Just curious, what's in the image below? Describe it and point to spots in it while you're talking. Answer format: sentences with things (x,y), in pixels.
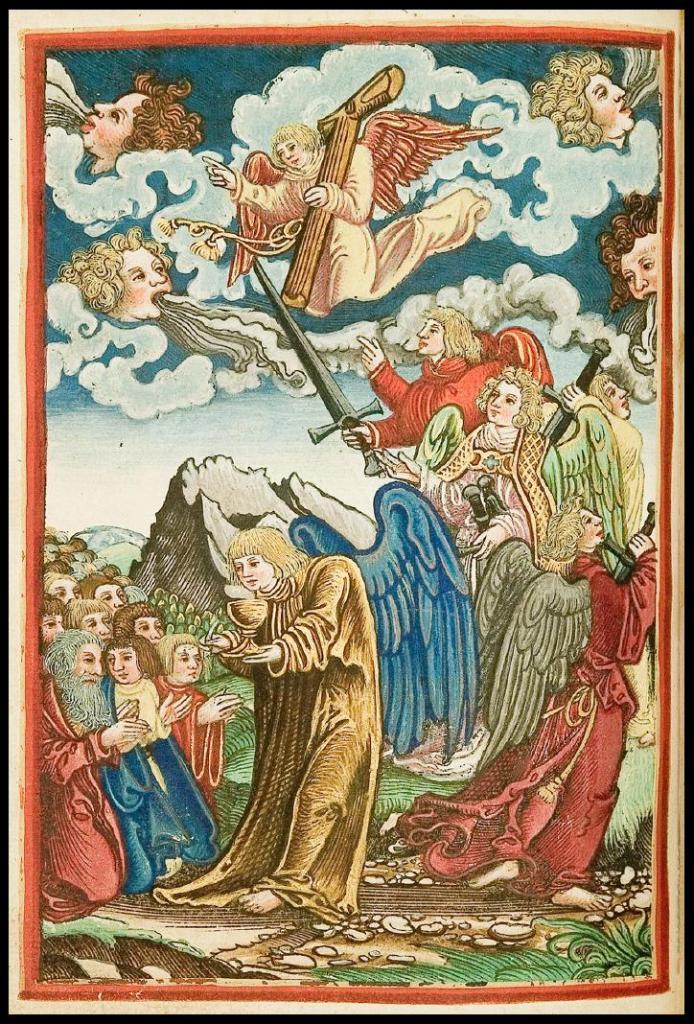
In this picture there is a painting (108,281). There is a person (319,676) standing and holding the object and there are group of people (90,792) on knees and there are group of people (469,754) flying and holding the swords (272,291). At the top (626,292) there are group of people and there is a person (246,273) flying and holding the object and there is sky (653,455) and there are clouds (562,156). At the bottom (415,970) there is ground (404,924) and there are stones (460,928) and plants (406,974).
